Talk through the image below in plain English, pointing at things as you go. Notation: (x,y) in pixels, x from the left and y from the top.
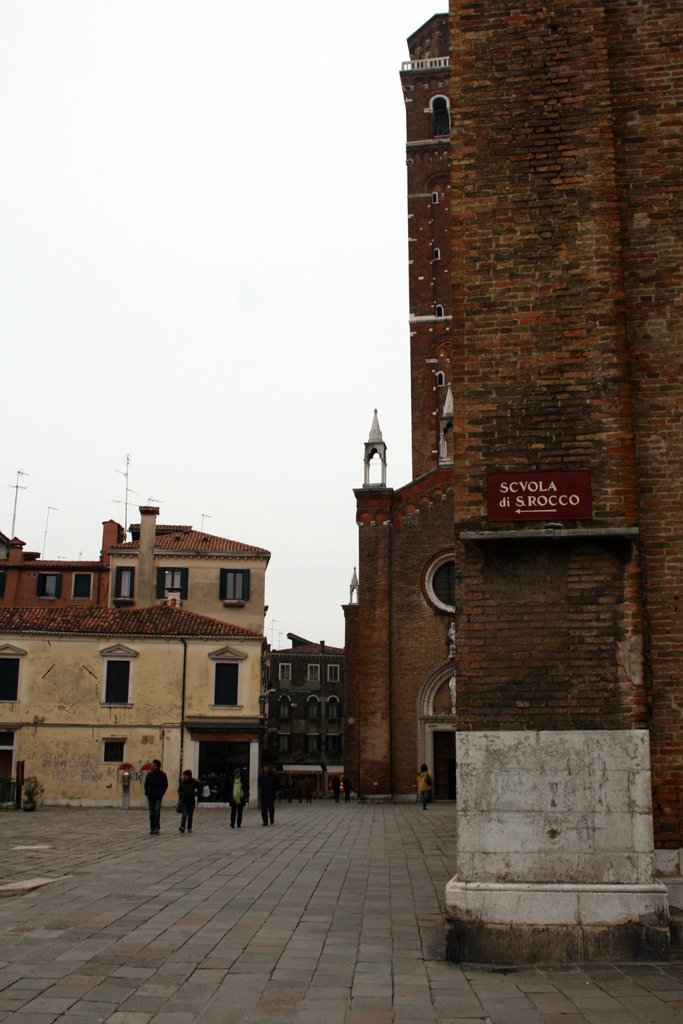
In the picture there are few buildings (423,628) and there is a pavement (423,825) in front of those buildings (167,801), few people (194,782) were walking on the pavement (245,884).
